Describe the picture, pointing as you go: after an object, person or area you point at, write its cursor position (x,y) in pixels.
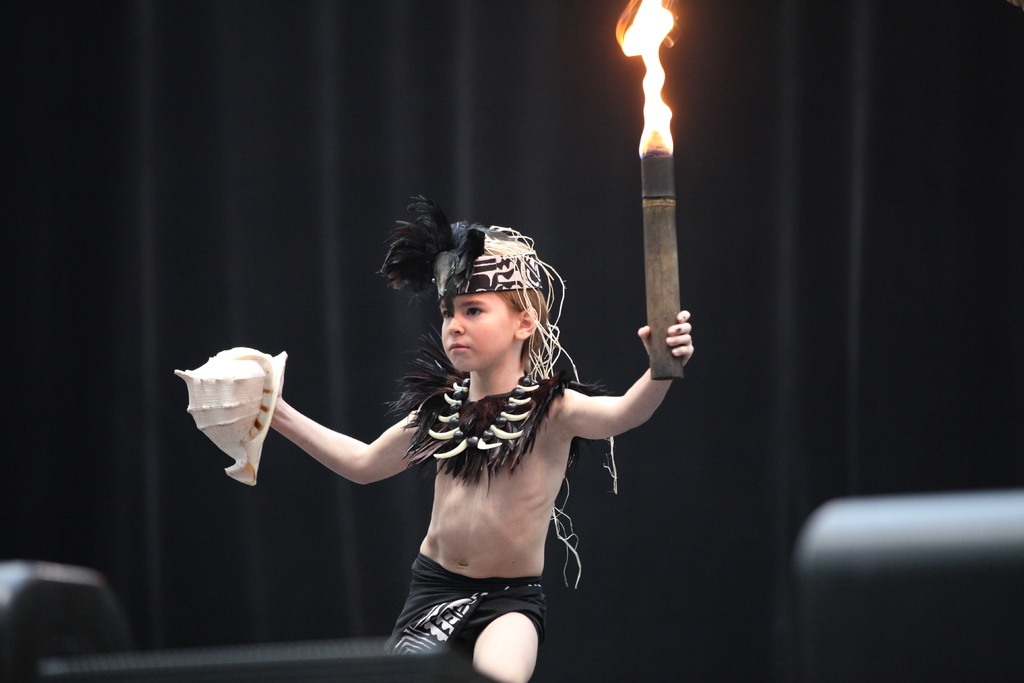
In this picture, we can see a child (530,423) holding some objects (648,182), we can see the blurred background (597,206), and some objects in the bottom left (108,676) and right side of the picture (840,581).
